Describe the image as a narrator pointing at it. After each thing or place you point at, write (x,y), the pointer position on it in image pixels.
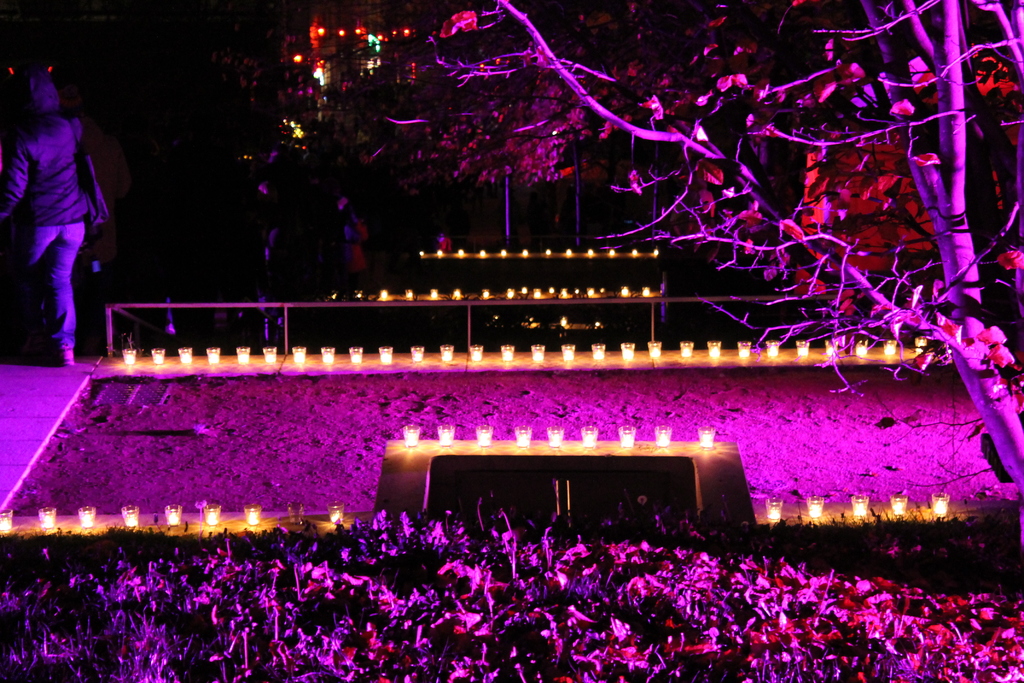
At the bottom (408,609) there are plants (736,665) and we can see candle lights (215,504) in glasses (477,348) on a platform (175,375). On the left (76,202) there is a person (50,267) standing on a platform (5,406) and carrying a bag (78,189) on the shoulder (67,135). In the background (252,83) there are lights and trees (1001,426).
